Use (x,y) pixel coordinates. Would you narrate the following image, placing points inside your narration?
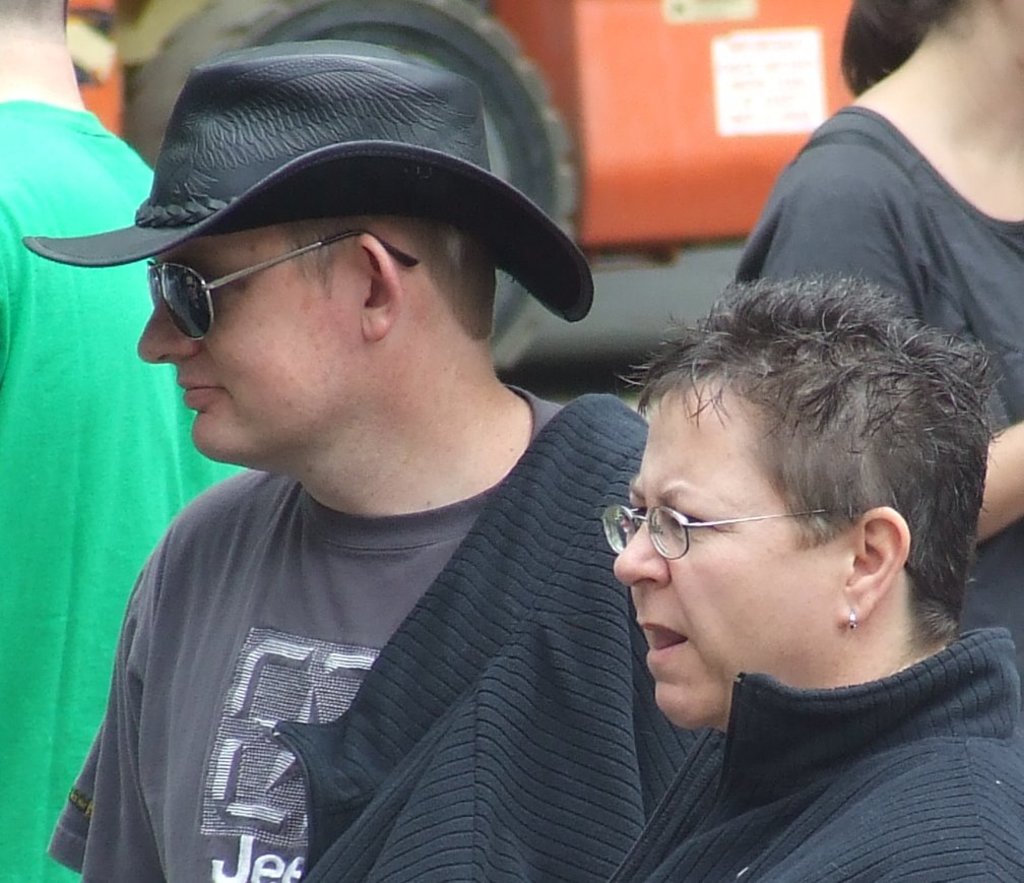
In the picture we can see a man (360,440) and a woman (839,580) standing side by side, man (531,219) is wearing a T-shirt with black hat (544,282) and shades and the woman (823,579) is wearing a black dress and in the background (749,136), we can see some tire (520,174) beside it we can see a box (664,48) which is orange in color.
